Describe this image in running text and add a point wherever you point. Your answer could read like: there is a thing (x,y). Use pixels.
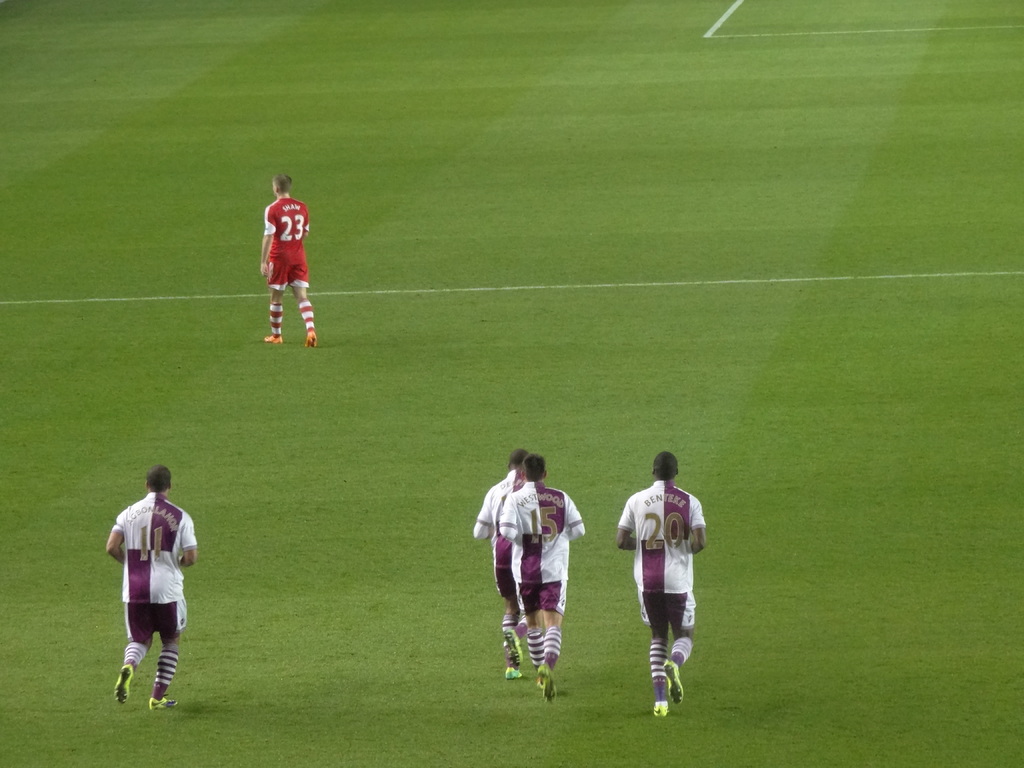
In this image there are four football players (564,542) running on the ground (741,394) and there is another person (281,243) in front of them who is wearing the red colour jersey (283,258), is walking on the ground (240,325).
